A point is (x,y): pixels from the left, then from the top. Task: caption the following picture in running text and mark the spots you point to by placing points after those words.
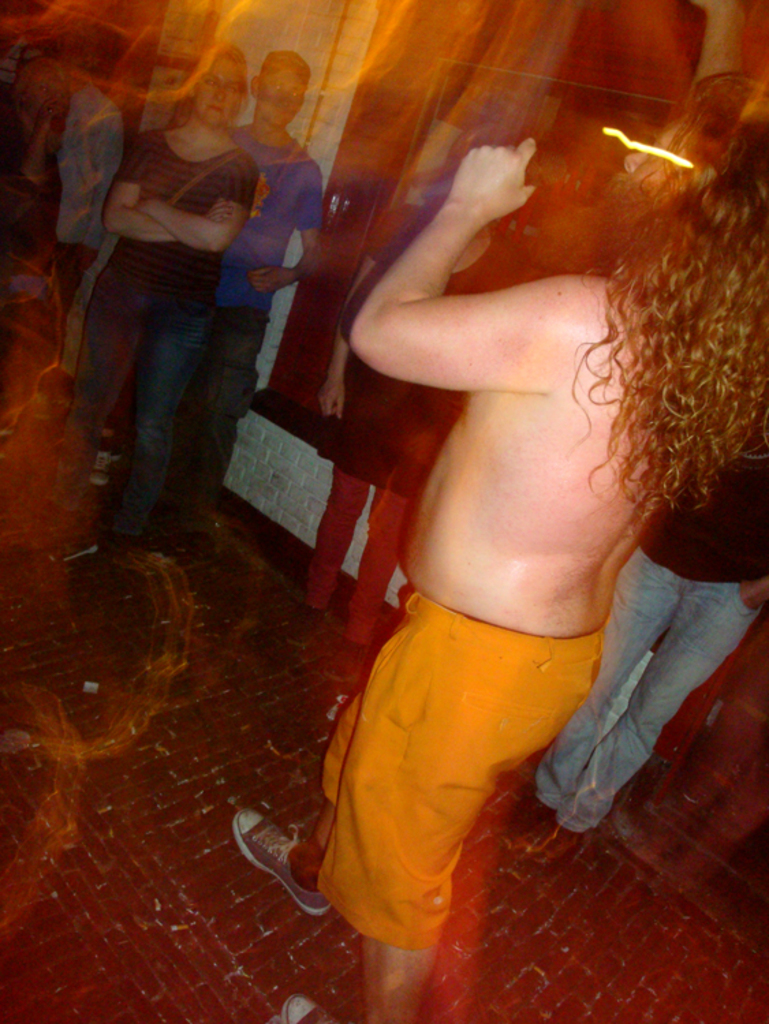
In this picture, we see people (126,218) standing. The man (493,420) in front of the picture is standing and he is doing something. Beside him, we see people (656,669) standing. Behind them, we see a white wall (275,442) which is made up of cobblestones (240,7). This picture might be clicked inside the room (383,131).
